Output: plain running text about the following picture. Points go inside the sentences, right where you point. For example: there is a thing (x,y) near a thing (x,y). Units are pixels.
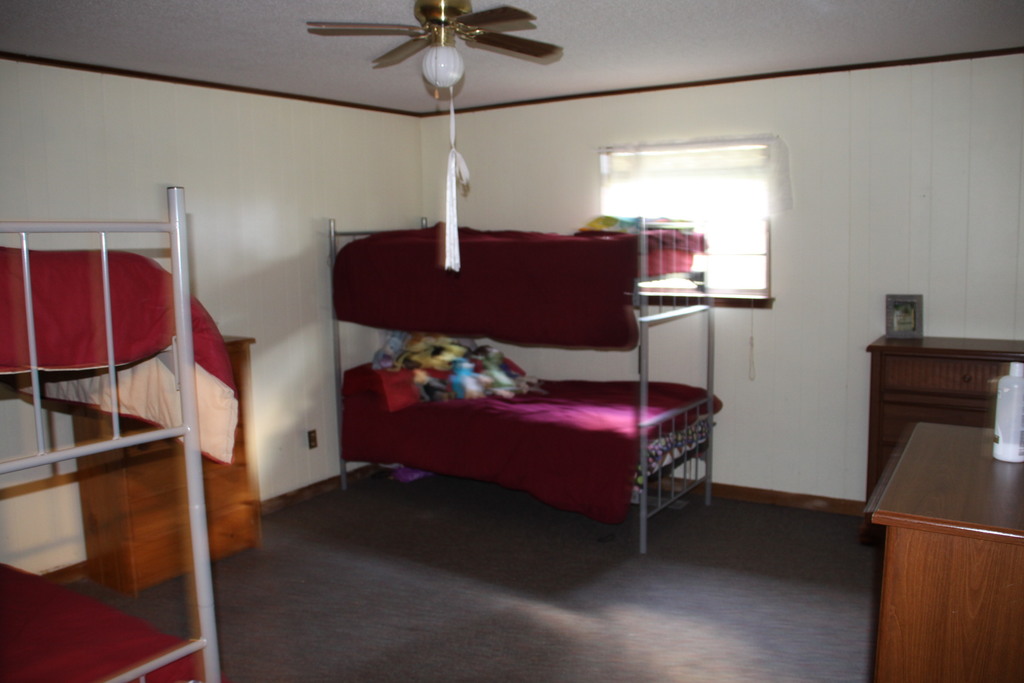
In this image I see the beds (13,311) and I see the tables (943,560) on which there are 2 things (898,335) and I see the fan (311,26) over here and I see the wall (554,209) and I see the window (677,217) over here.
